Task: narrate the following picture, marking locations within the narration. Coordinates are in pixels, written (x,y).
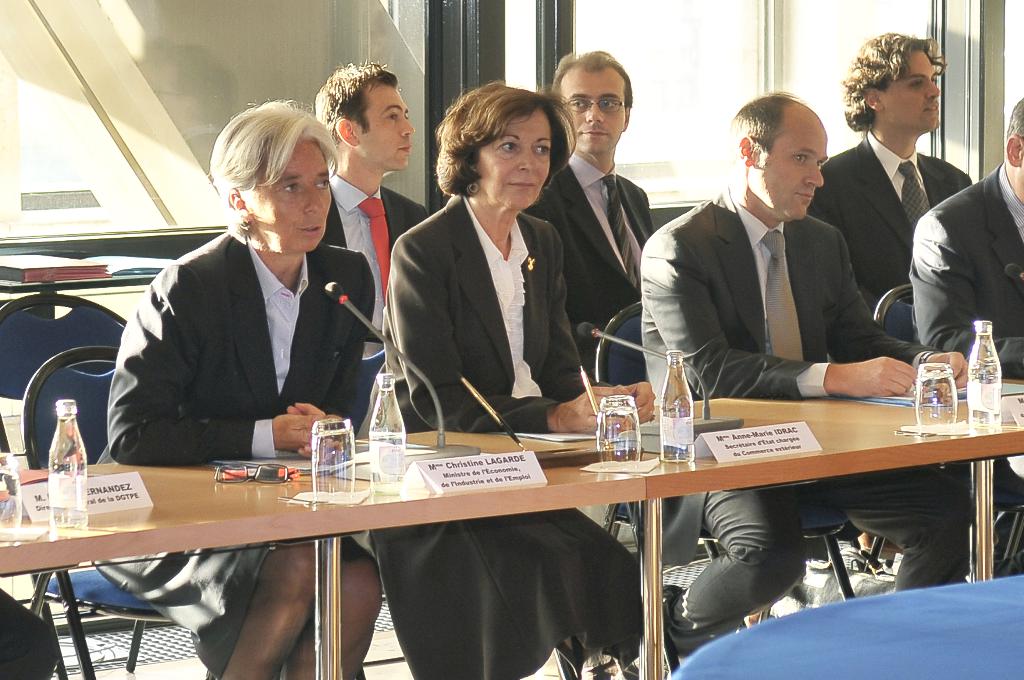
There is a group of people (466,299). They are sitting on a chairs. They are wearing a suits (532,225). Some persons (714,257) are wearing tie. There is a table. There is a name board (735,440), glass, spectacle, bottle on a table (560,432). We can see in background (177,123) wall (196,68) and door (673,45).
